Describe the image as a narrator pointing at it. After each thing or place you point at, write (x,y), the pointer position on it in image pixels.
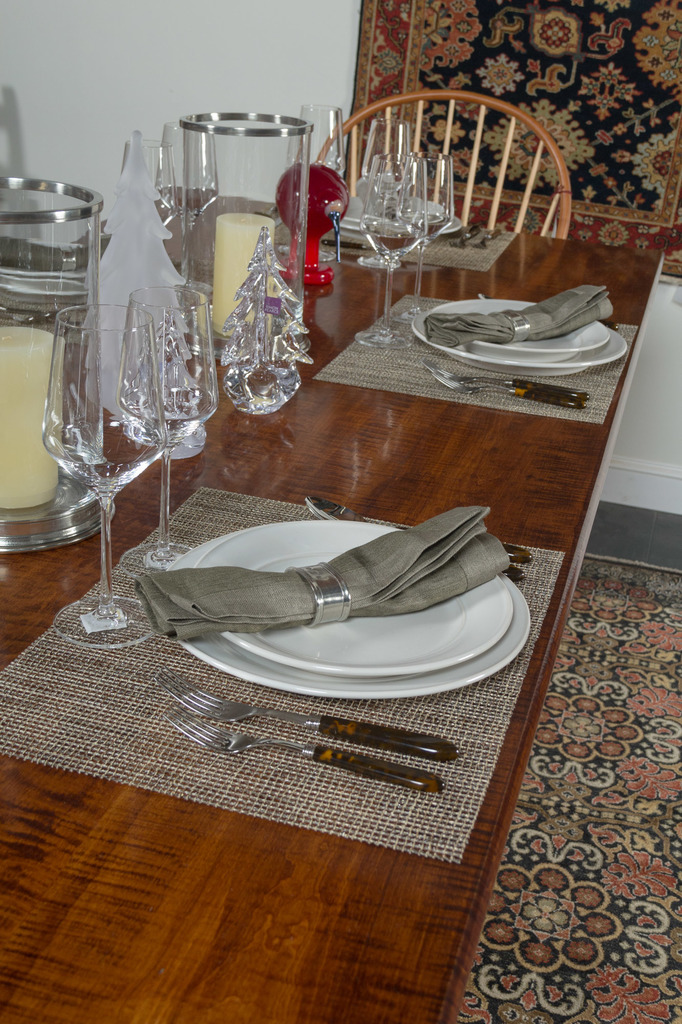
In this image I can see a table (567,421). On table (395,885) there is a cloth (186,612), fork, two plates (321,650) glasses (129,476) spoon (340,514) candle (33,381) and a chair (510,145). There is some object (268,337) made with a glass (252,337). On the floor (603,754) there is a floor mat (607,823). The background (70,30) is in white color.
